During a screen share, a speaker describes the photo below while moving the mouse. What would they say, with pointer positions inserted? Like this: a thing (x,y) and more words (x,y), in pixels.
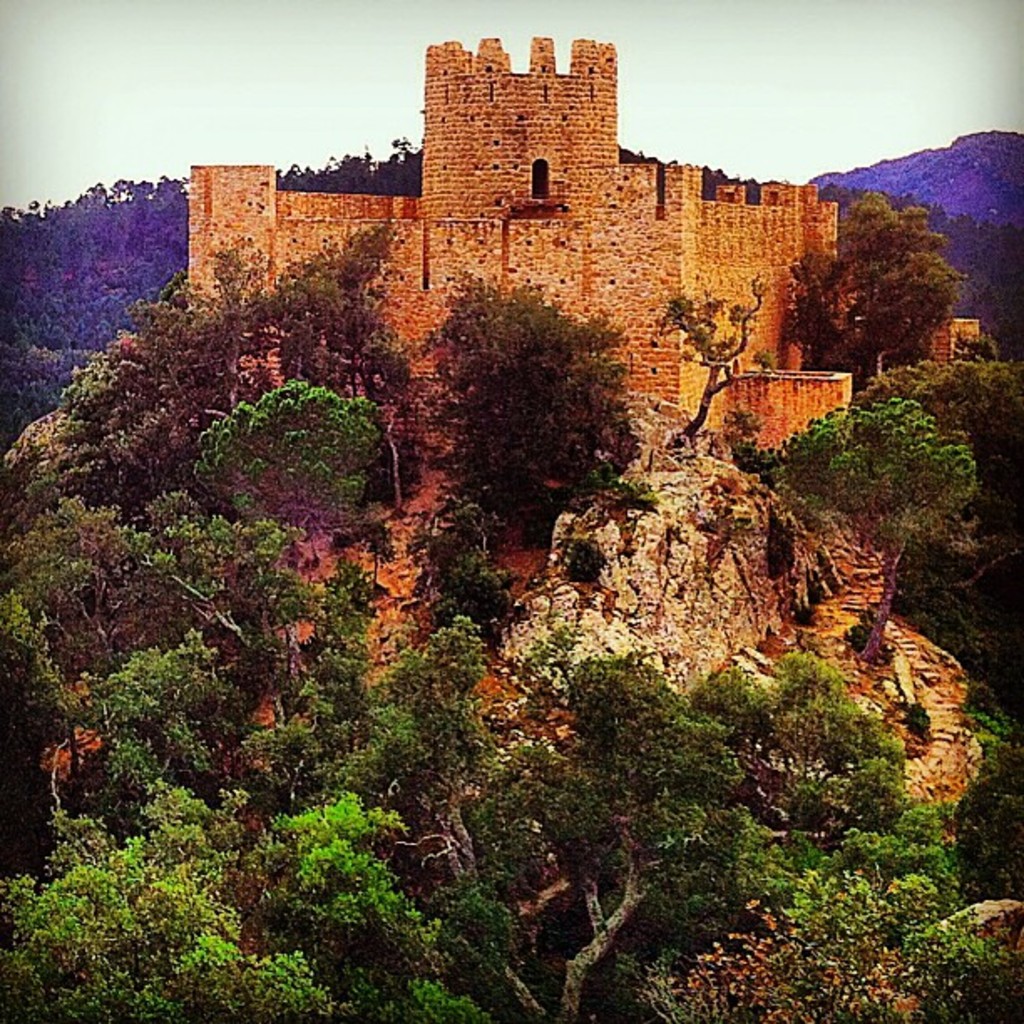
At the bottom of the picture (530,850), there are trees (786,815) and rocks (876,589). Behind that, there is a fort (651,339). There are trees (658,163) and hills (921,194) in the background (1014,197). At the top of the picture (918,143), we see the sky (766,169).
